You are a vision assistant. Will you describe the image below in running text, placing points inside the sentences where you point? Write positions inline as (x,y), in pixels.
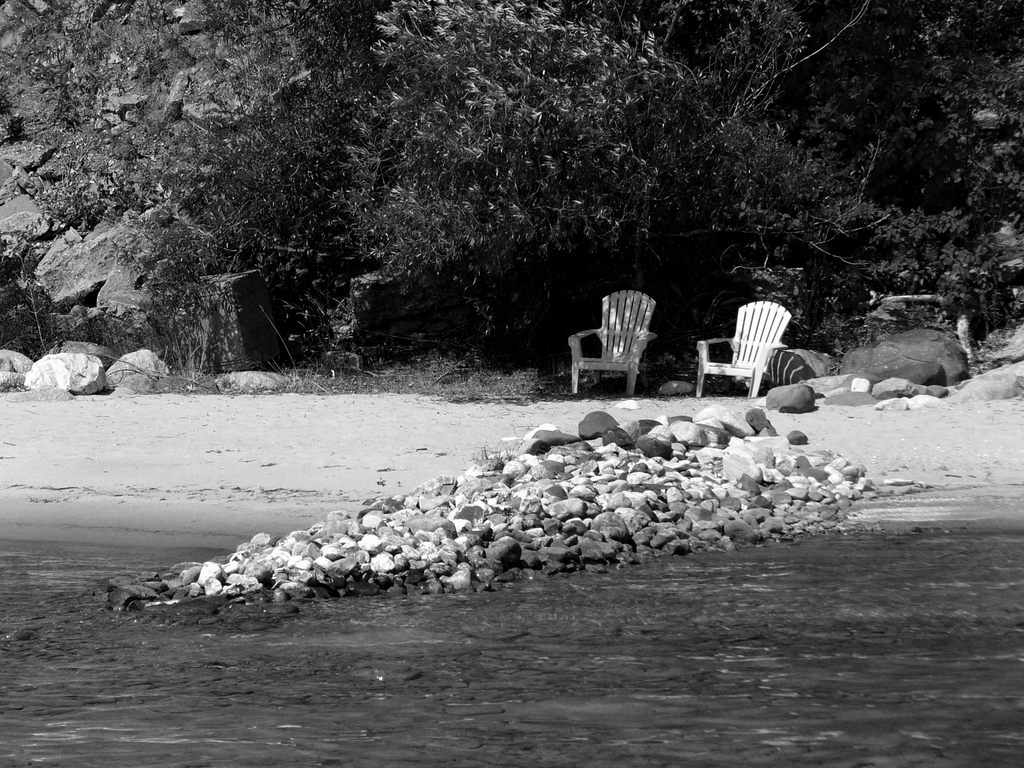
In this picture we can see water (751,637) and few rocks (667,492), in the background (370,123) we can see few chairs (729,370) and trees (442,168), it is a black and white photography.
